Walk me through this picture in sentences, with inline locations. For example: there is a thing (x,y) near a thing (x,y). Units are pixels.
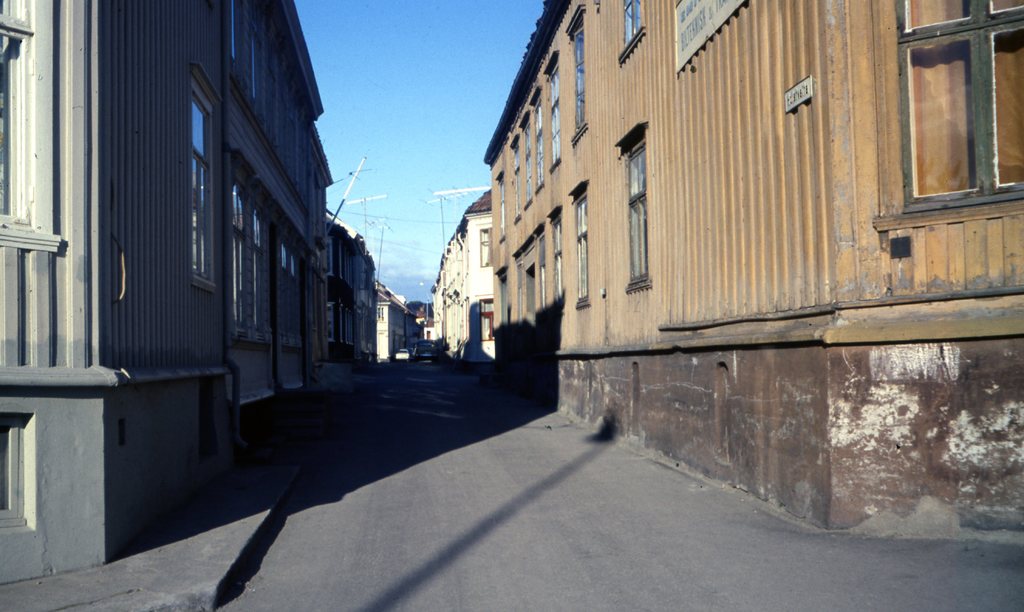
In this picture there is a road (453,368) in between the buildings (340,260). The building (573,214) are in brown and grey in color. On the road (412,367), there are vehicles (426,344). On the top (384,99), there is a sky (422,121).
